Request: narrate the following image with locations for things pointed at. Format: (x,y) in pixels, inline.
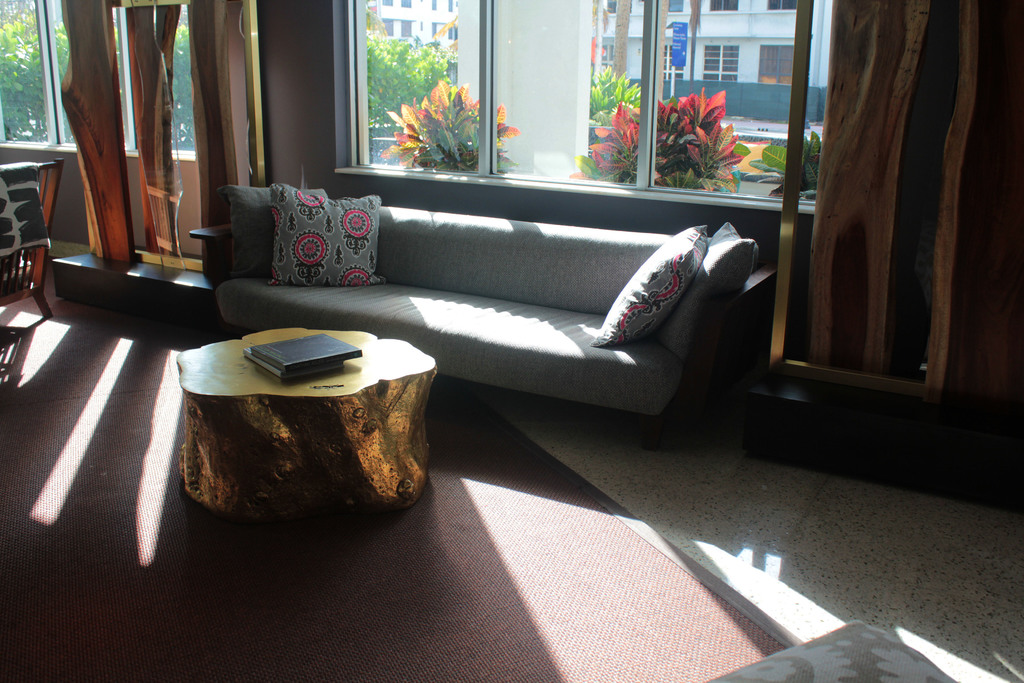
The image is inside the room (65,179). In the image in middle of the room (583,249) there is a couch (481,253), on couch (409,270) we can see four pillows (673,274) which is placed behind the table (221,378). On table (209,381) we can see few books (326,340) and on left side (30,177) there is a chair (52,185) with some clothes (22,212) and a window (71,137) which is closed, wooden slabs (76,87), trees (25,49). In background (376,101) there are some trees (402,58), plants (603,150), pillar (542,86), windows (729,52), hoardings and a building (743,57).
